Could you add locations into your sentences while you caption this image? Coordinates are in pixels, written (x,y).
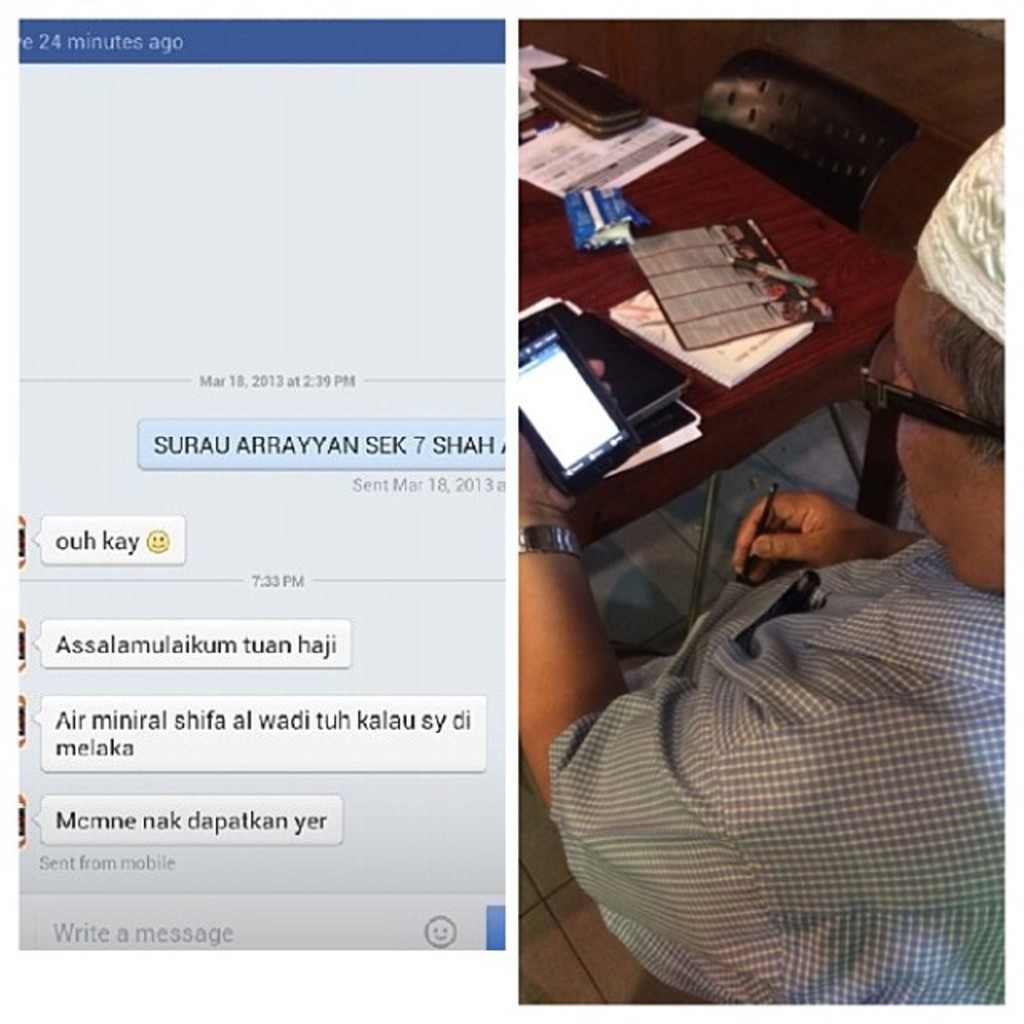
A person (792,500) wearing a specs (887,389) and cap (981,268) is holding mobile (547,395). There is a table (852,287). On the table (865,285) there is a purse (598,112), wrapper (584,209) and papers (706,347). On the left side (224,608) there is a screen (291,549) of the mobile (325,487) is visible.
